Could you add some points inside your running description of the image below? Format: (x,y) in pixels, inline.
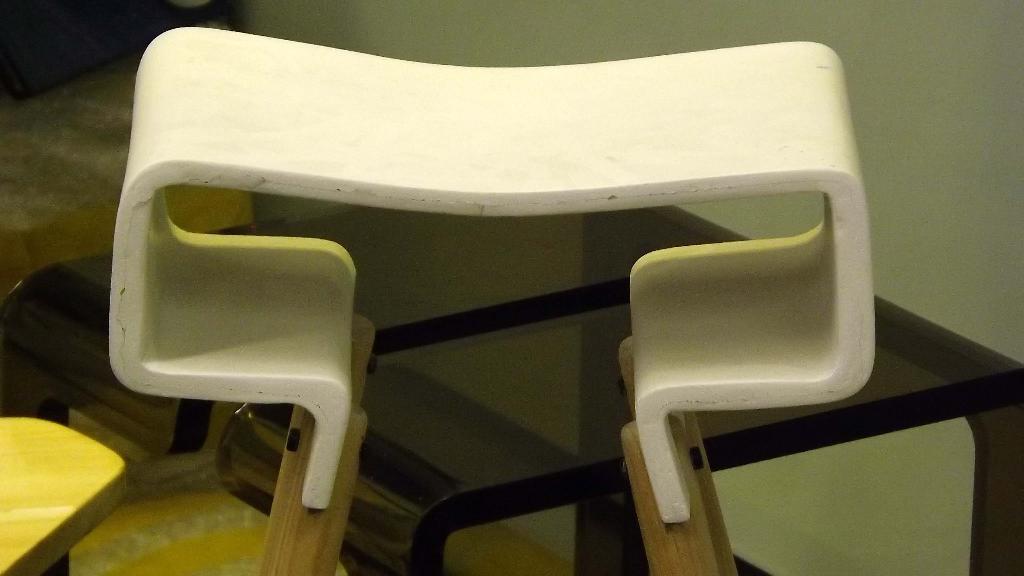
In this image we can see a white color object (276,395), it maybe a table (817,357).
